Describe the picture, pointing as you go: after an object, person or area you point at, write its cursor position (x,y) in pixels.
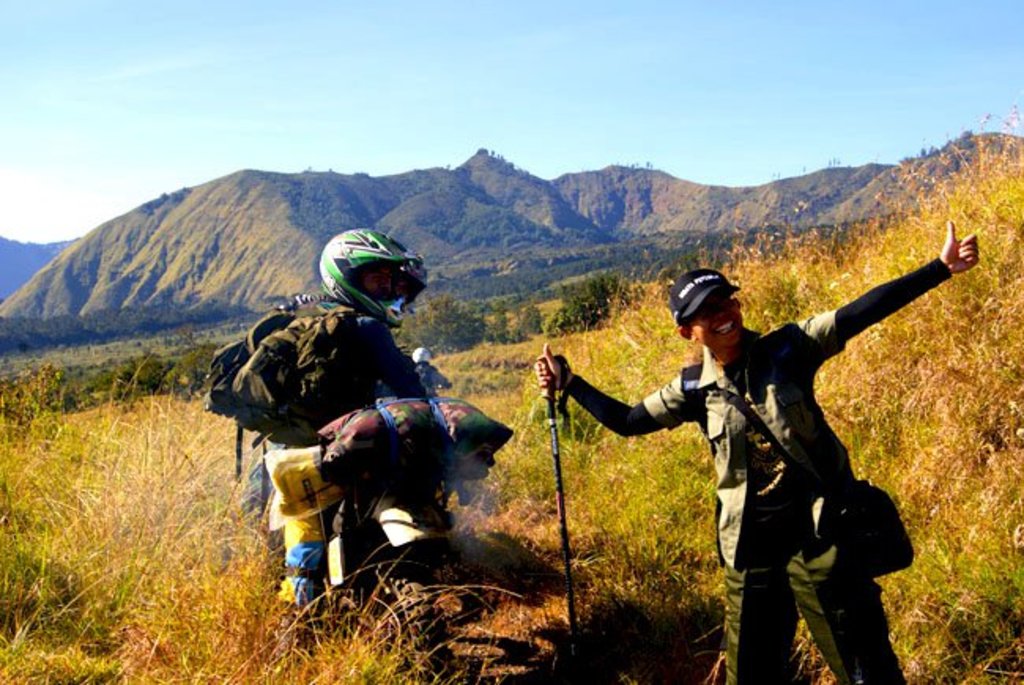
In the image we can see there are two people (727,439) wearing clothes (725,454). This person (696,421) is wearing cap (704,293) and carrying a bag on back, and holding a stick (557,451) in hand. The other person (340,373) is wearing a helmet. This is a grass (126,547), trees (423,320), mountain (213,207) and a sky (131,95).
